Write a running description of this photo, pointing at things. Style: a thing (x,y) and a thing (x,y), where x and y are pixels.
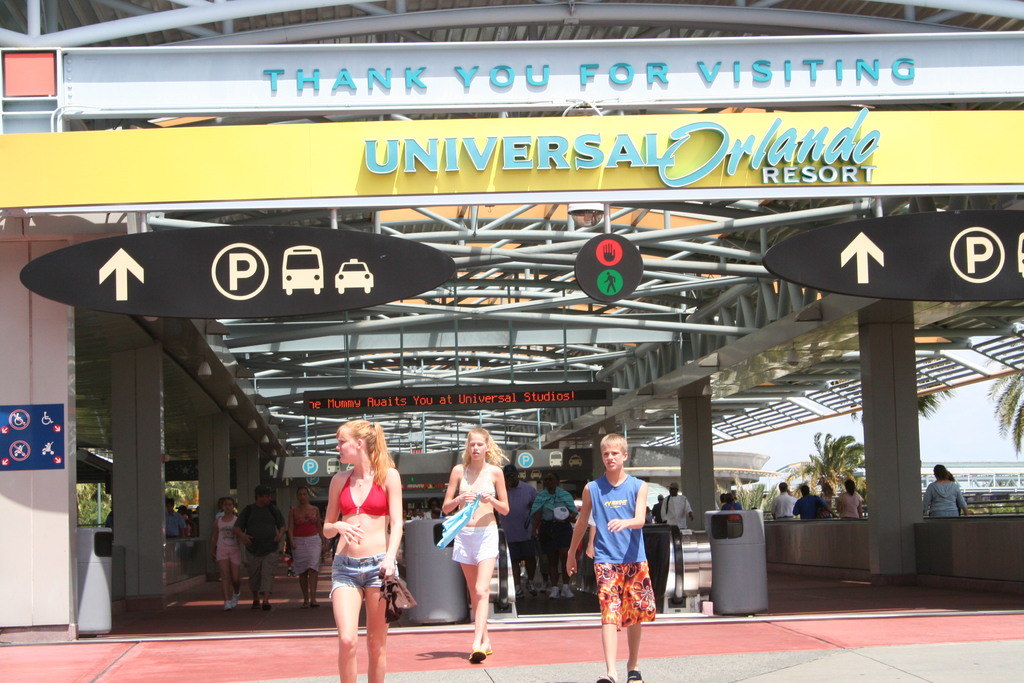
In this picture we can see some people (474,488) are walking on the floor (232,625), direction boards (346,269), name boards (492,185), pillars (232,454), rods (451,246), some objects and in the background (952,403) we can see trees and the sky (940,434).
